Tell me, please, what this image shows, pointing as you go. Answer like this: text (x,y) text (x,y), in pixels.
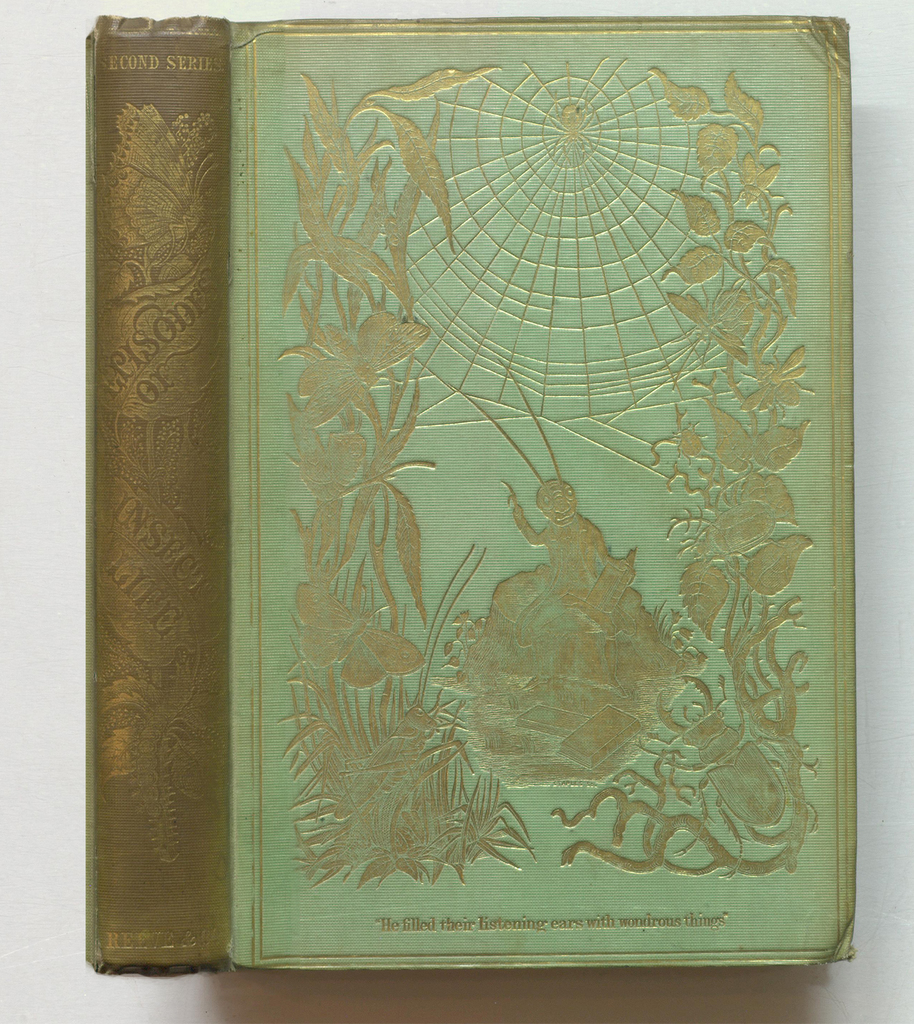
In this image in the center (308,481) there is a book (306,758) on the book (842,389) there is text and some art (375,813), and there is white background (81,604).
